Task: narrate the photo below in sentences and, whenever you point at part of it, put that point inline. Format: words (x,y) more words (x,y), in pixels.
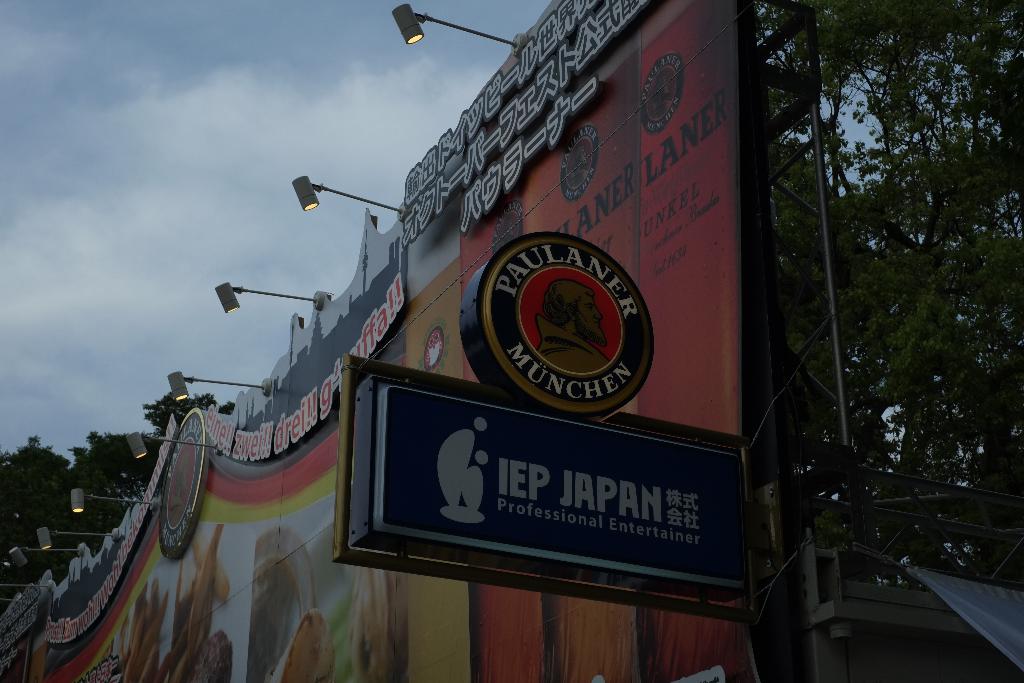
In the foreground of the image (697,610) we can see a sign board (563,499) with some text (588,479) on it. In the center of the image (663,235) we can see group of lights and a wall (312,485) with text (605,211) and metal frames (821,482). In the background (967,421), we can see a group of trees (14,468) and the sky (114,221).
